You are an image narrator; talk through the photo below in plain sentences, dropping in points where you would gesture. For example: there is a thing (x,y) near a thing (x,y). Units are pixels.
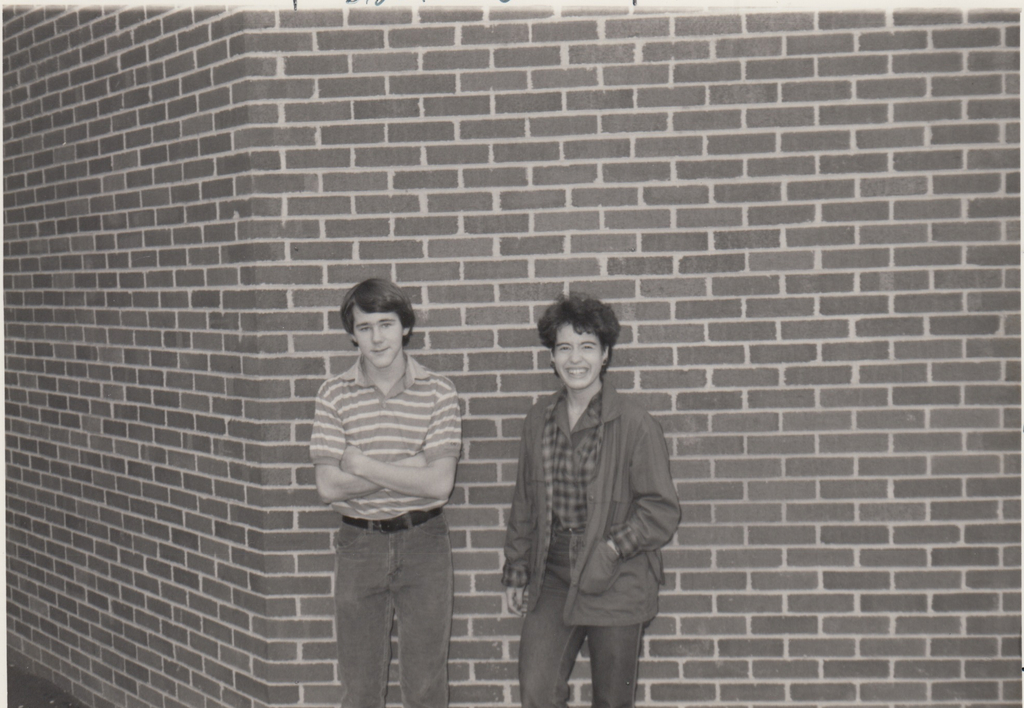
In this image we can see two persons (403,507) standing and posing for a photograph and in the background of the image (253,240) there is a brick wall (263,253).
